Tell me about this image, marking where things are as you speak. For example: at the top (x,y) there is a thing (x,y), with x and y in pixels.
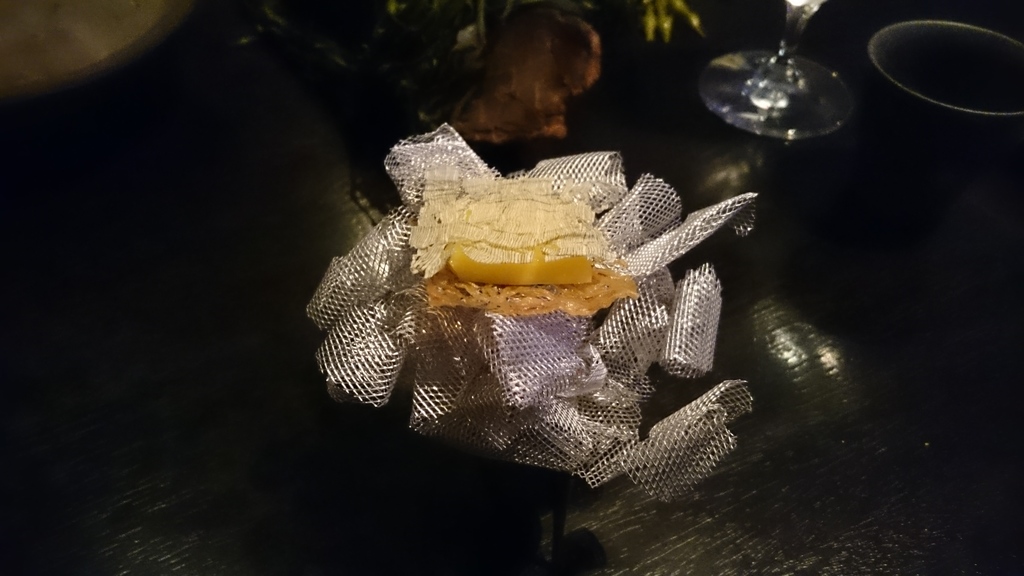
In this image we can see an item (498,222) placed on the silver object (432,144) on a platform (273,526) and there is a glass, plate (63,17) and other objects (553,24).
